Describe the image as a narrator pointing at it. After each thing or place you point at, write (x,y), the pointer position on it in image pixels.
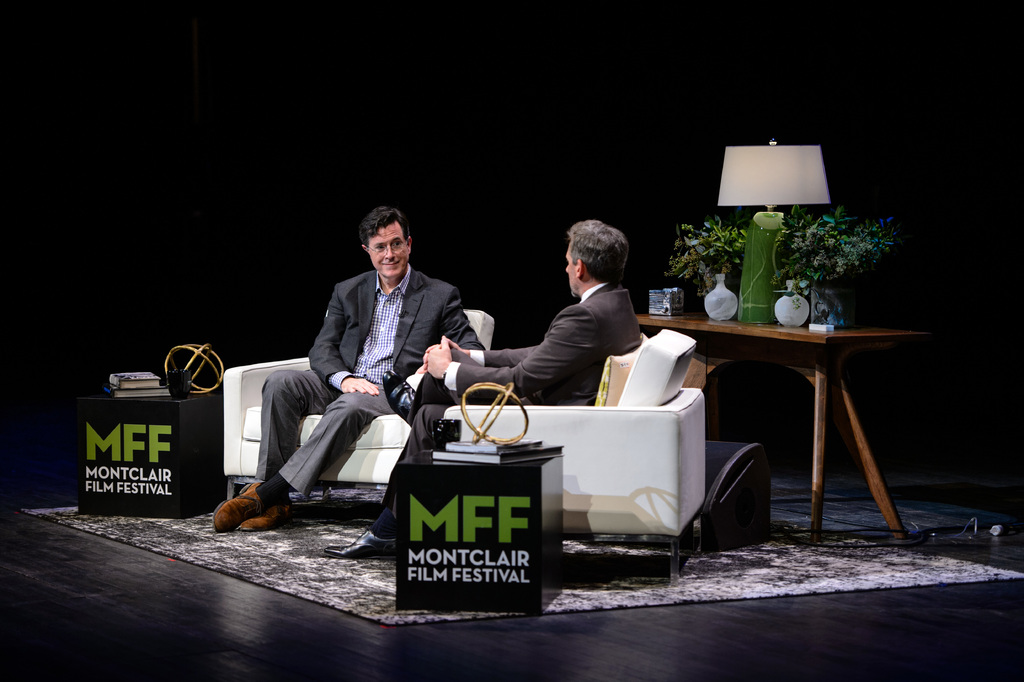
In the image we can see there are two people (619,319) who are sitting on the chair (308,427).
